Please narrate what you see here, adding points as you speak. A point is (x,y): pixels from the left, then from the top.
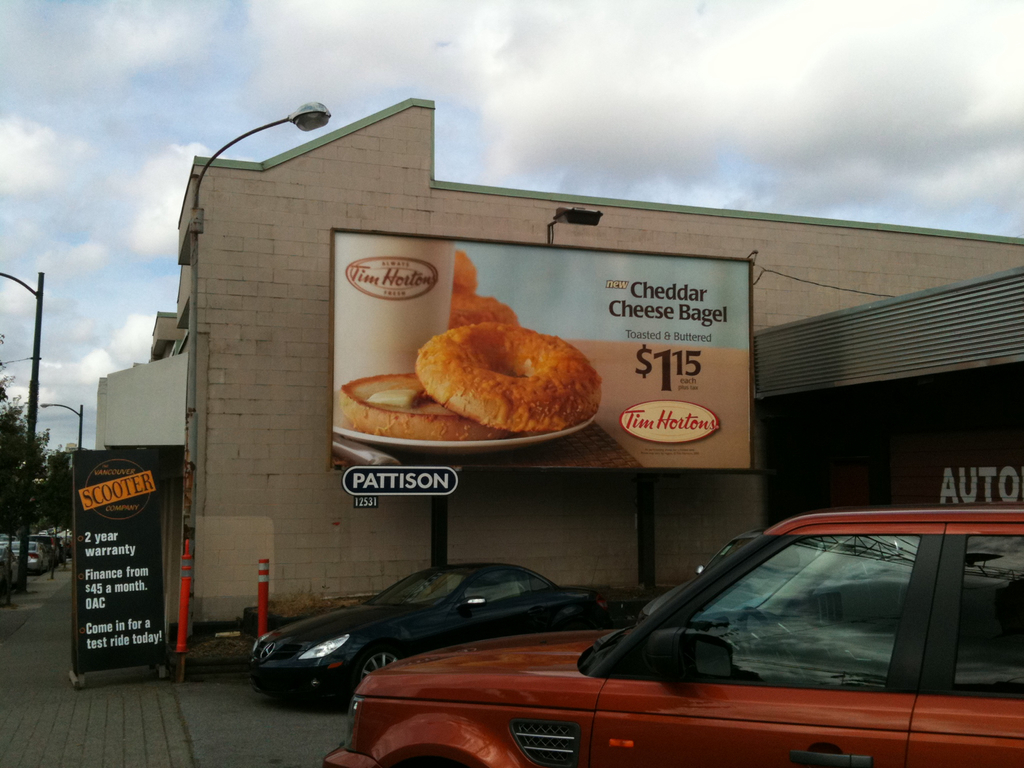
In this picture there are cars (847,674) at the bottom side of the image (462,588) and there is a building (238,253) in the center of the image (433,338) and there are posters (739,309) in the image and there are cars (46,554), trees (18,461), and poles (27,499) on the left side of the image (0,456).
